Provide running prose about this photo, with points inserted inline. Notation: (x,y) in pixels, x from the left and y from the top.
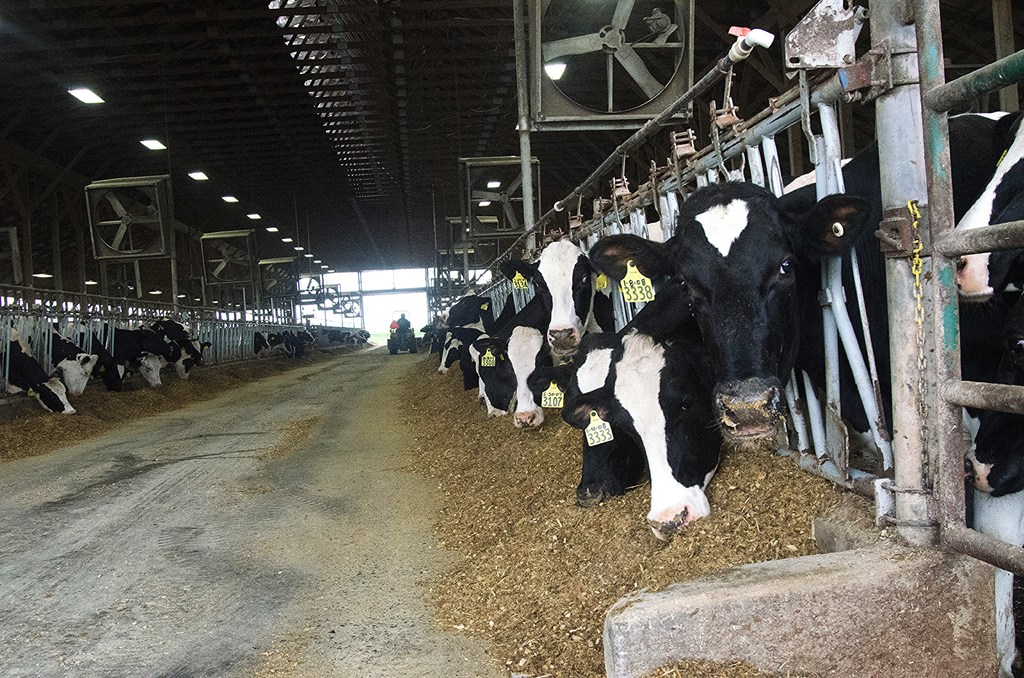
In this image I can see few cows (778,398) in black and white color and I can see the person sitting in the vehicle (410,339), few lights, poles (437,296), exhaust fans (151,181) and the sky (387,285) is in white color.
